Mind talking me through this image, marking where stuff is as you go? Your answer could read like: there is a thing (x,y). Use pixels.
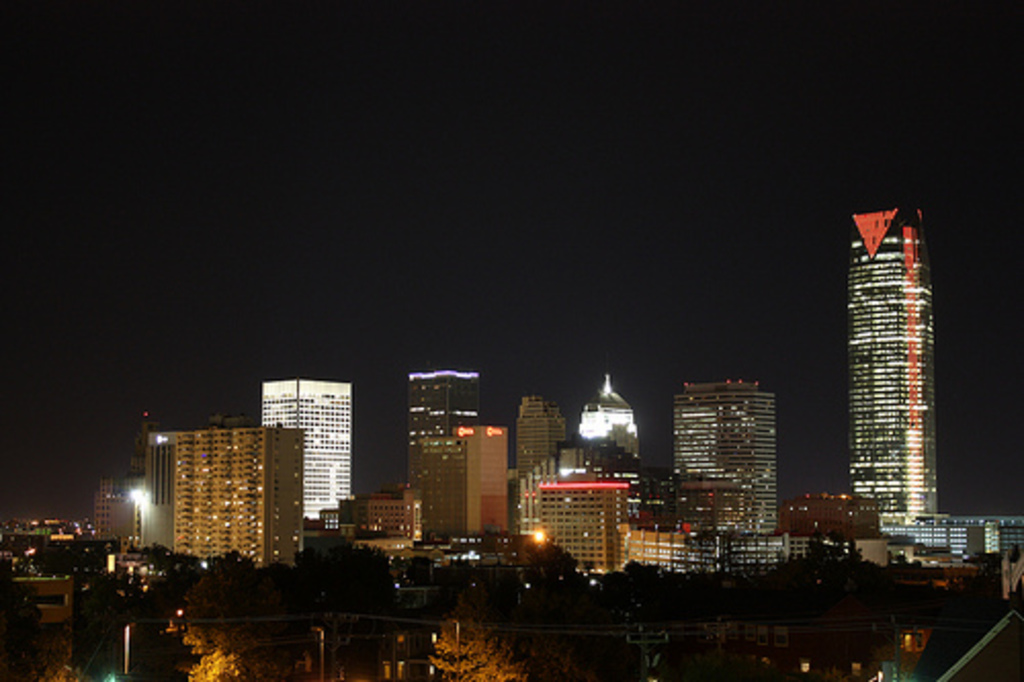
In this picture there are buildings (444,432) in the center of the image (456,397) and there are trees (360,562) at the bottom side of the image (364,579).
